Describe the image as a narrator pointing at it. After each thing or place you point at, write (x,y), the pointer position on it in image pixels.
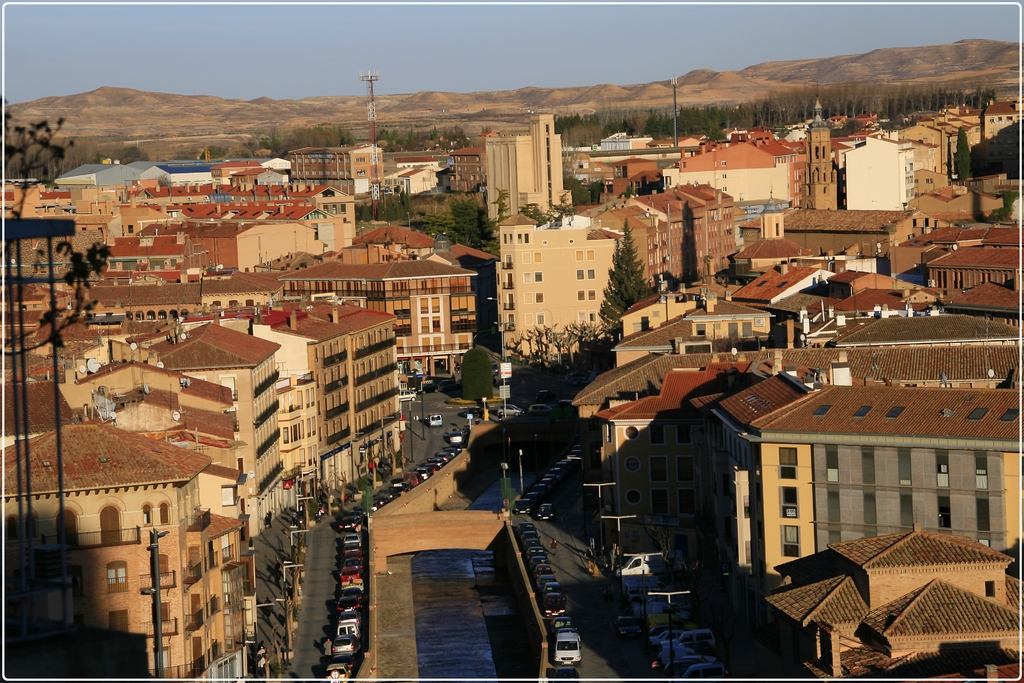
In this image we can see the mountains (28,119), so many buildings (968,178), antennas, poles (504,439), street lights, some boards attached to the poles (21,567), one canal (483,658), vehicles (669,643) on the road (455,416), some vehicles (542,393) are parked, some people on the road (549,631), some objects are on the surface (327,518), some trees (381,438), bushes (482,378), plants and grass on the surface (282,509). At the top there is the sky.
